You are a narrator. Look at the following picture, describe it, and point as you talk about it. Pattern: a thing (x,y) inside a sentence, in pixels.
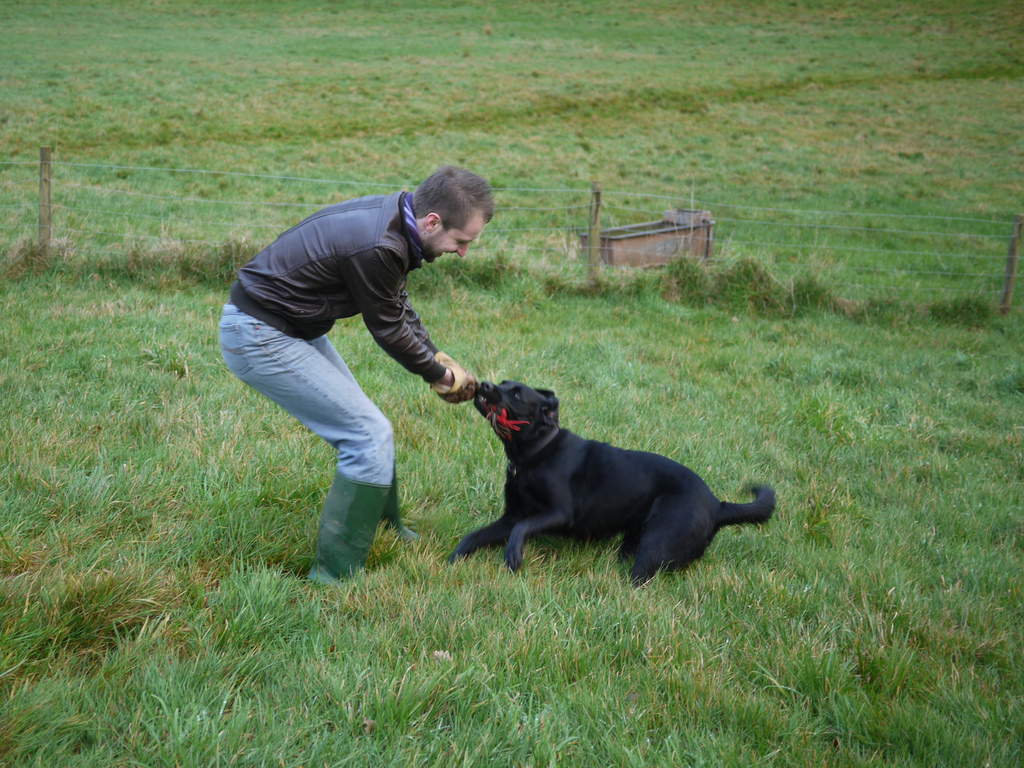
This is an outside view. I can see the grass (256,676) on the ground (385,690). Here I can see a man (335,360) standing and smiling by looking at the dog (533,452) which is in front of him. The dog (587,497) is in black color and looking at this man (404,269). In the background (199,170) there is a fencing (598,248), behind there is a box (670,255) placed on the ground (11,321).
